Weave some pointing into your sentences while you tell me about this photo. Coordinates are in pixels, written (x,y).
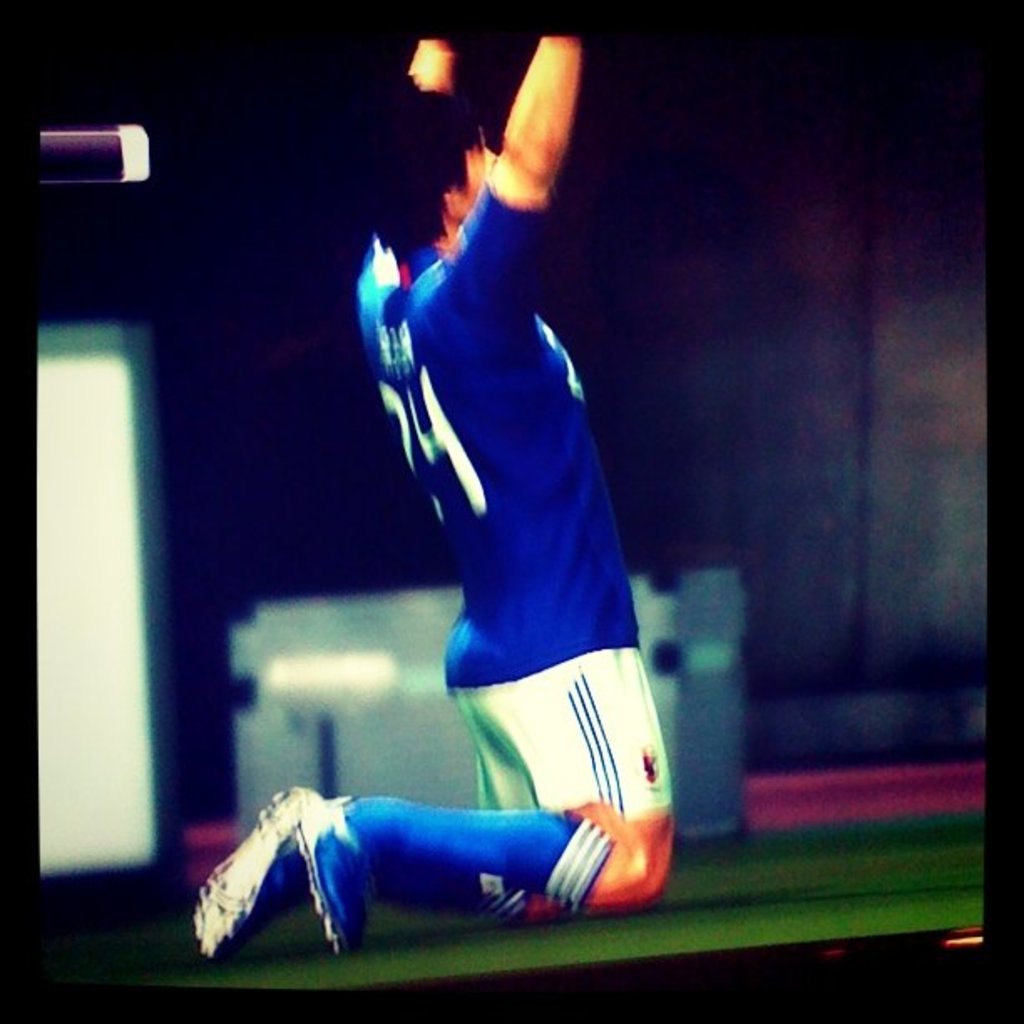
In this image we can see a person (548,724). In the background (867,866) it is blurry and there are things (386,619).
